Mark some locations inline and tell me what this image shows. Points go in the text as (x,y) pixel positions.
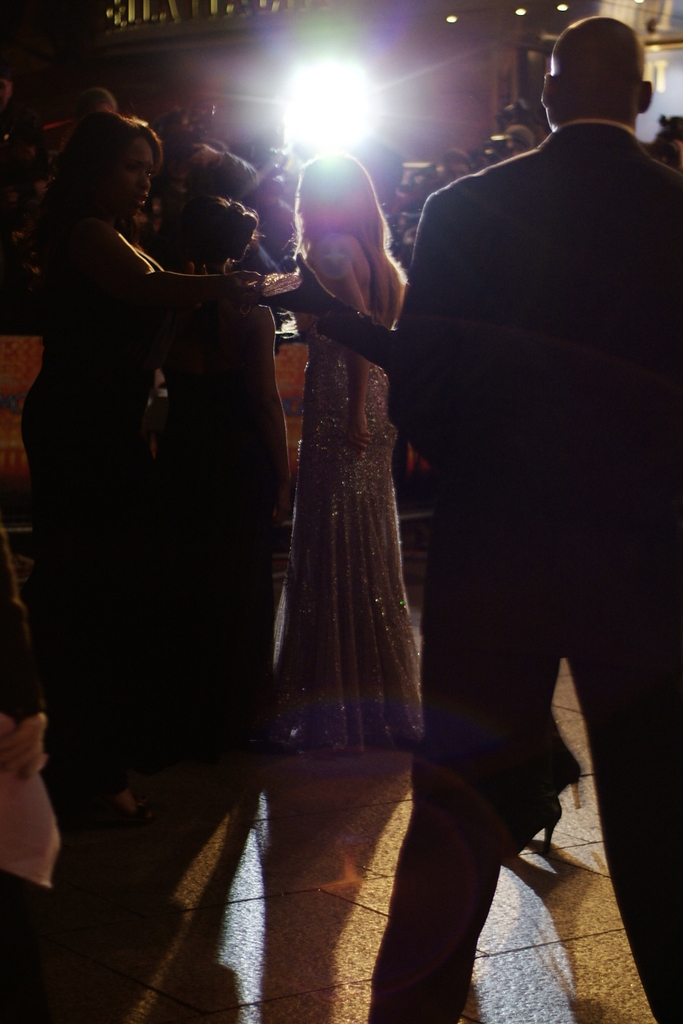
In the image few people (642,662) are standing. Behind them there is a light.
